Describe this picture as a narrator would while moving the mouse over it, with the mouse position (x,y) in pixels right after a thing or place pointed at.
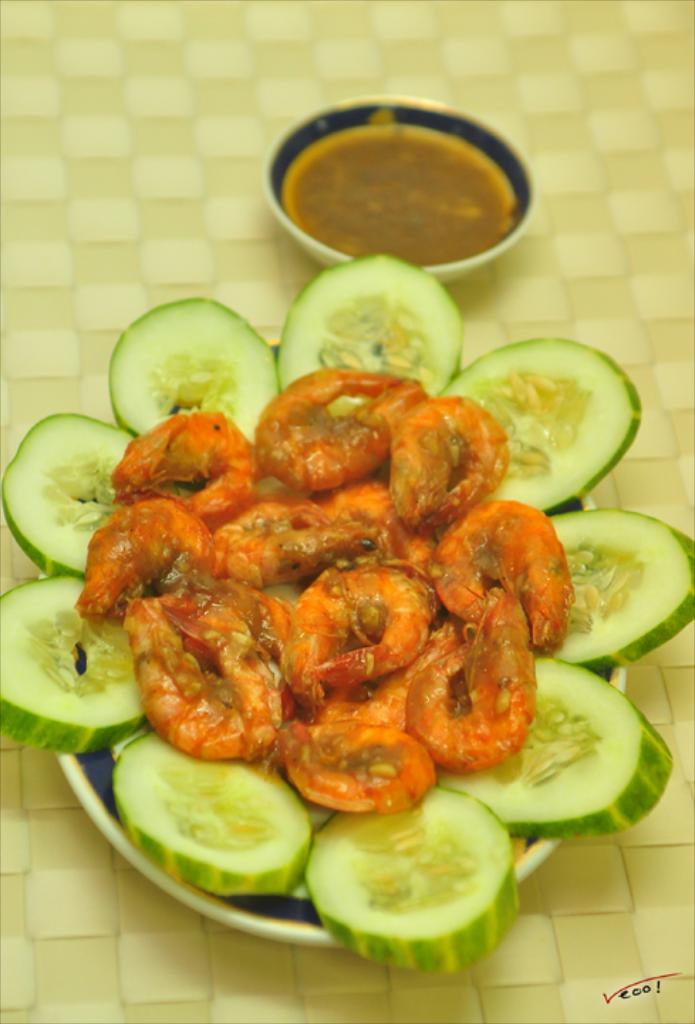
This image consists of food (395,321).
